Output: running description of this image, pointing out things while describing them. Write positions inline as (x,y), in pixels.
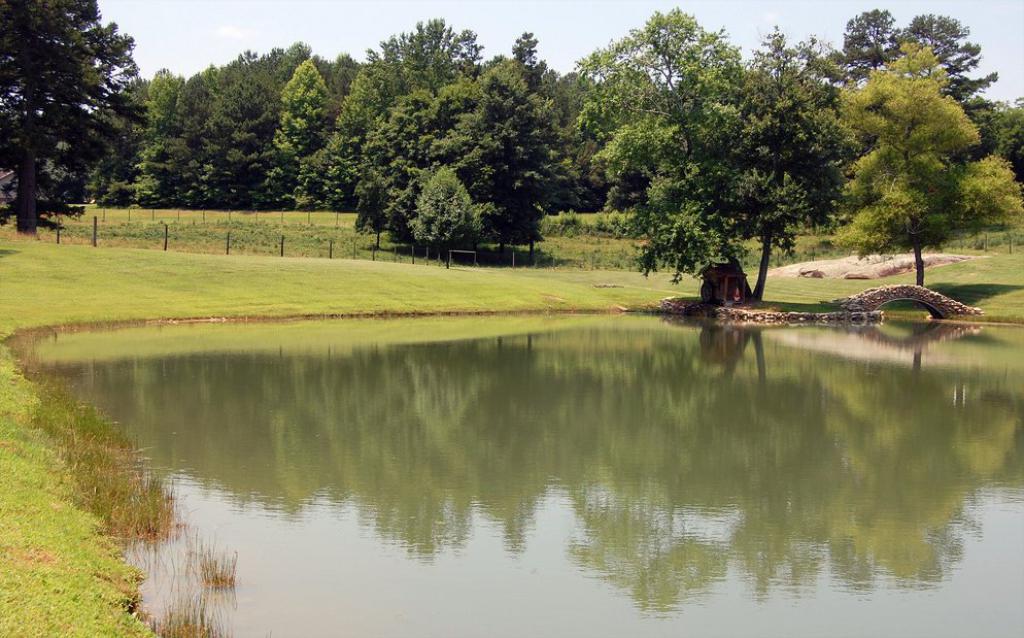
In this image there is water (648,492) at the bottom (582,492). In the background (559,123) there are so many trees (615,70). In the middle (381,297) there is a ground (335,256) on which there is grass (189,242), Beside the grass (197,241) there is a wooden fence (229,245).
